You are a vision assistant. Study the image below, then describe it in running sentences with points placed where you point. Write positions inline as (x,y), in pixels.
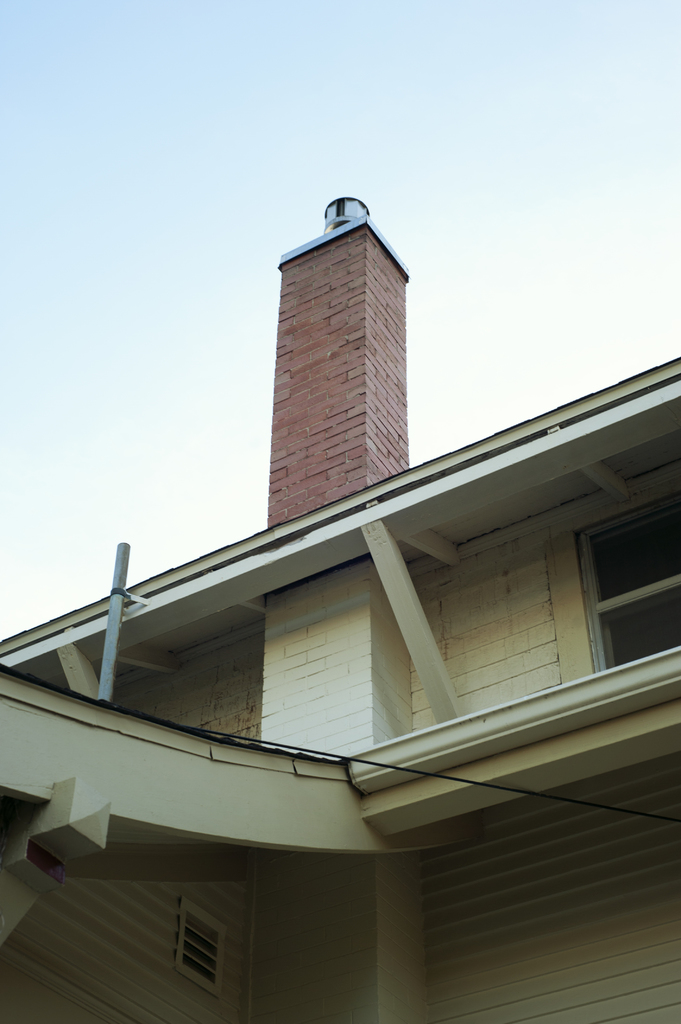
In the picture we can see some building wall (185,885) with some roofs (665,652) and on the top of the building (286,542) we can see bricks made pillar (376,243) and behind it we can see a sky (267,381).
